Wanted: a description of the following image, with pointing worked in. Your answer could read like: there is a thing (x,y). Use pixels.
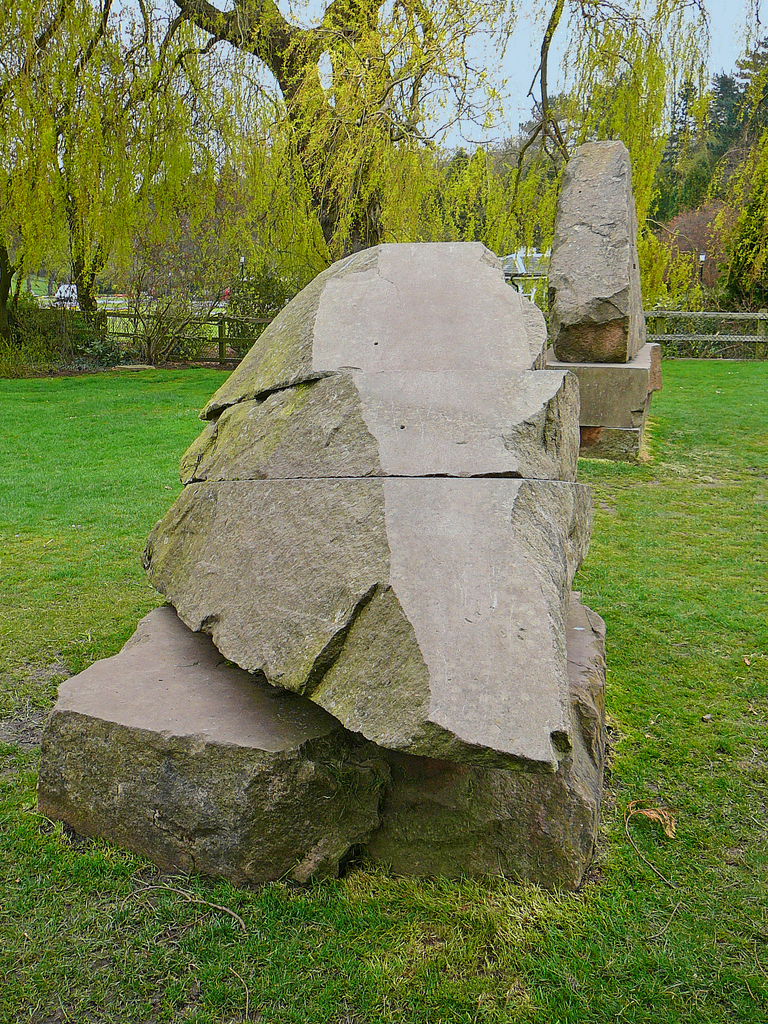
In this picture we can see the grass (169,393), stones (269,518), fence (730,319), trees (156,170) and in the background (509,100) we can see the sky (718,29).
